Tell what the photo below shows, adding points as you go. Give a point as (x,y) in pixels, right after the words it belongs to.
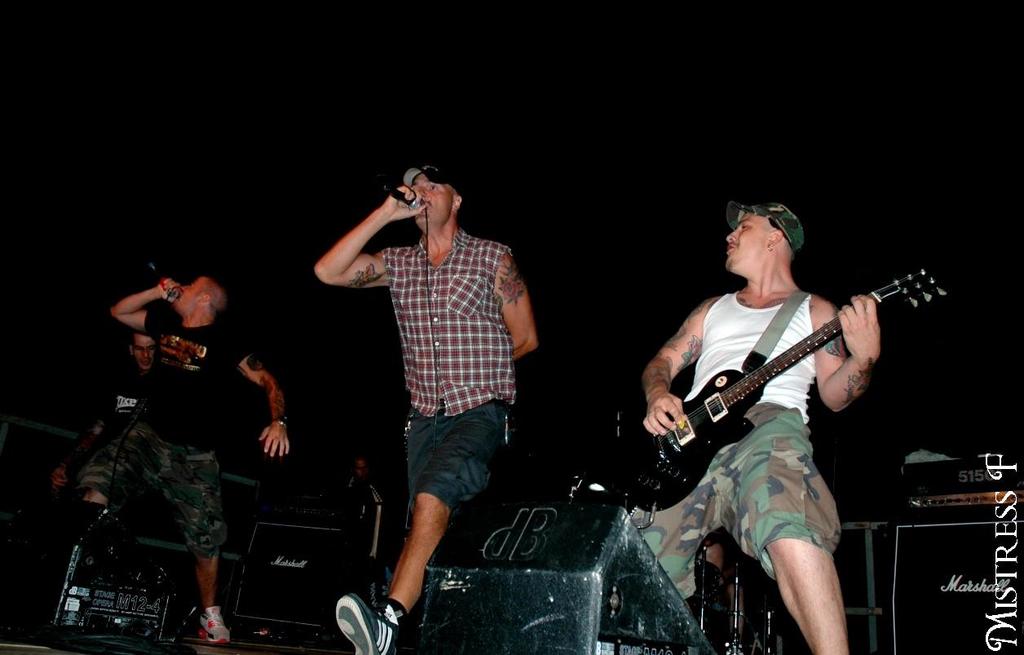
In this image we can see four men (469,409) on the stage (182,650). One man (752,485) is wearing white color t-shirt (752,332) with shorts (792,479) and playing guitar (783,362). The other one (482,328) is wearing shirt (478,316) with shorts (462,440) and holding mic (400,197). The third one (221,363) is wearing black color t-shirt (182,362) and holding mic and fourth person (127,404) is playing some musical instrument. Bottom of the image (481,575) black color thing (563,610) is present.
